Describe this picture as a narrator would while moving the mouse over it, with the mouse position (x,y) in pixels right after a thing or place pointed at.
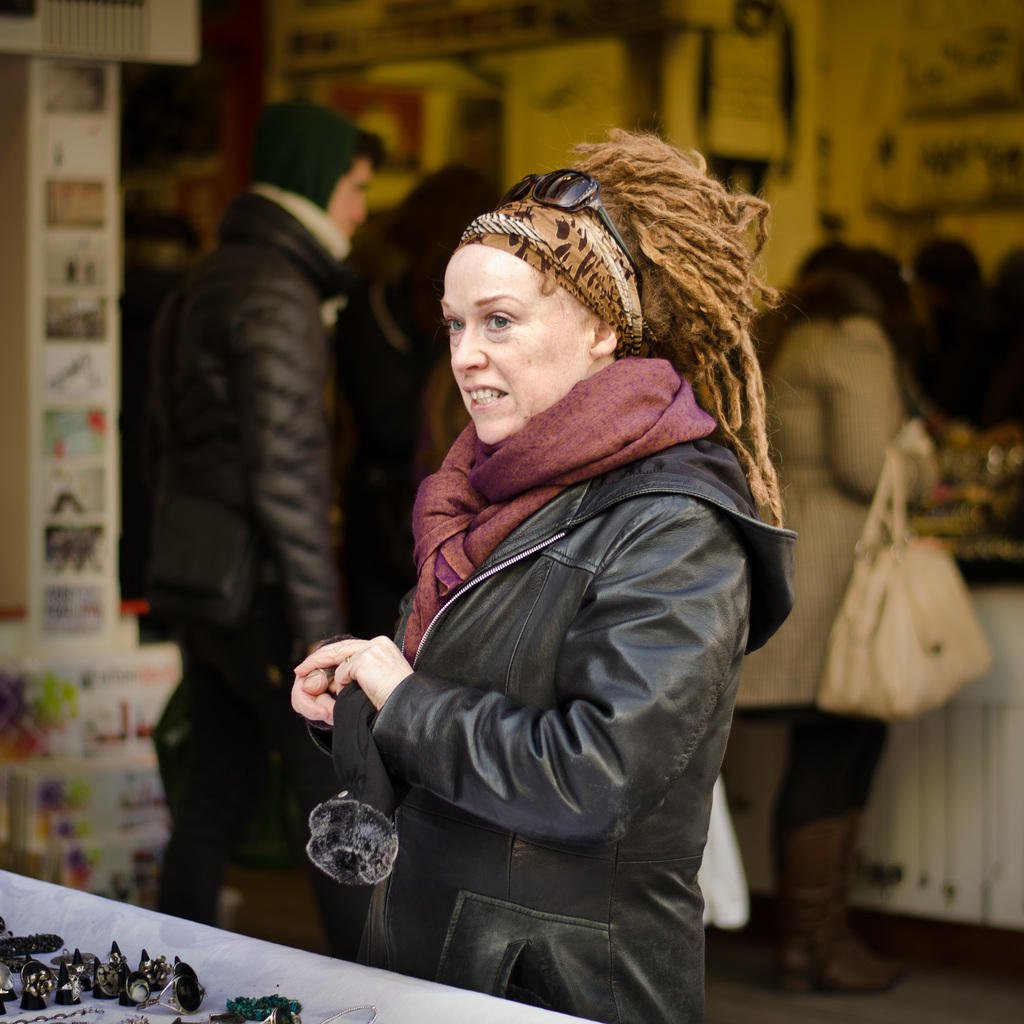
In this image there is a person (662,1023) standing and holding an object (313,837), and there are some items (141,989) on the table (34,900), and in the background (60,553) there are papers (72,544) stick to the wall (106,535) and there are group of people (224,688) standing.
